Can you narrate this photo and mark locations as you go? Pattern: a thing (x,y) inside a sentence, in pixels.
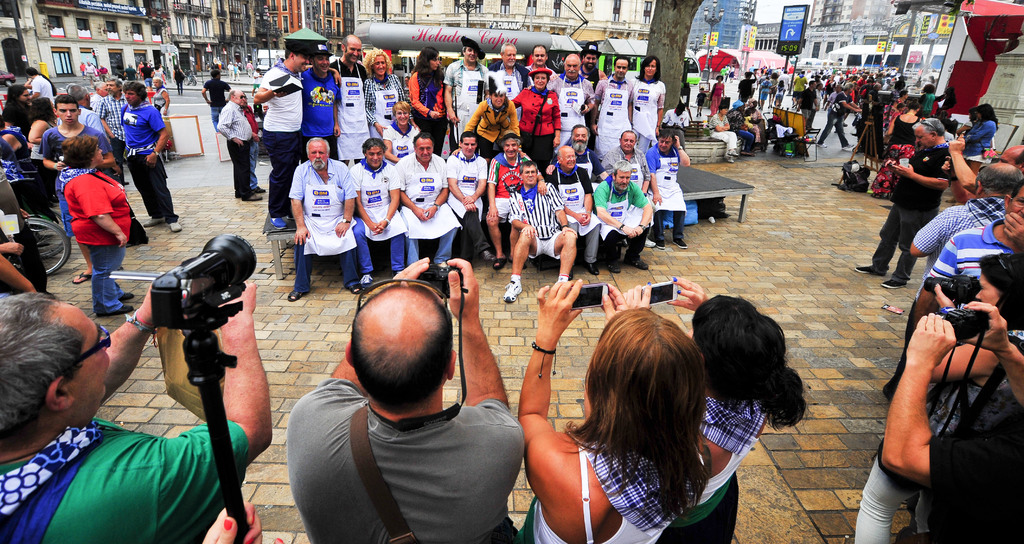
In the image there are many people (952,226) standing. Few of them are holding cameras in their hands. In front of them there are few people (418,174) standing and few them are sitting. In the background (265,22) there are vehicles (693,80), buildings (202,36), poles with posters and sign boards (787,21).
